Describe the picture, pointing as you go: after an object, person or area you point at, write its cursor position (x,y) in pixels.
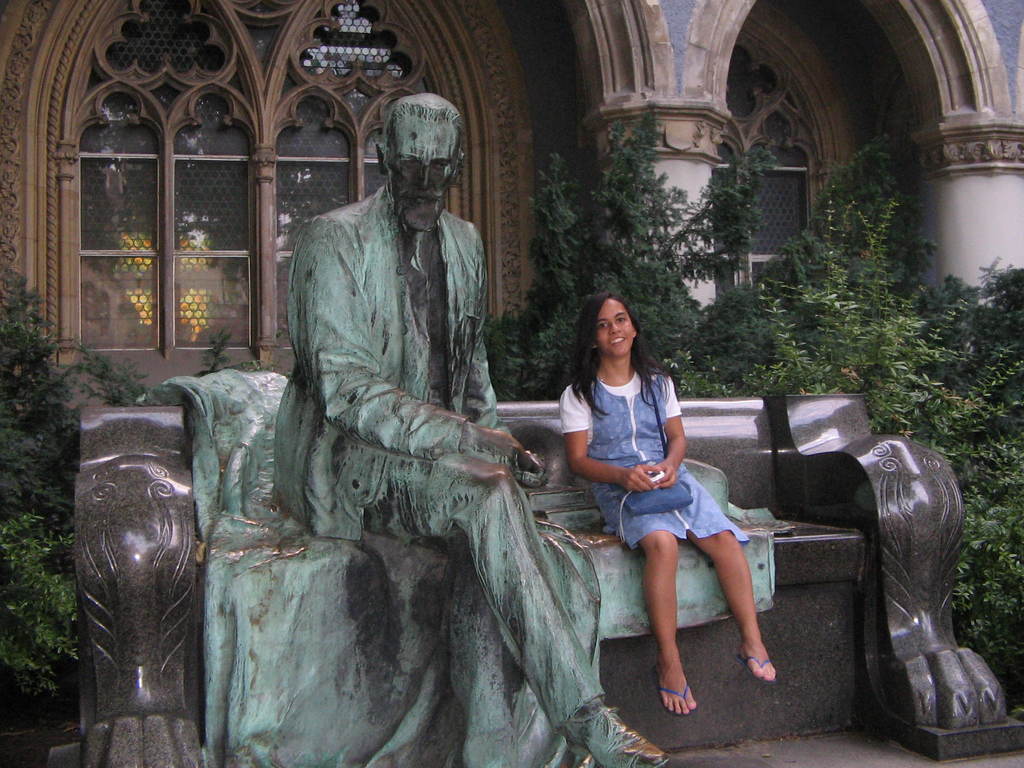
In this picture I can see a girl (617,502) sitting beside the sculpture (410,523) on the bench (901,554), side I can see some trees (862,323), behind there is a building (613,44).
